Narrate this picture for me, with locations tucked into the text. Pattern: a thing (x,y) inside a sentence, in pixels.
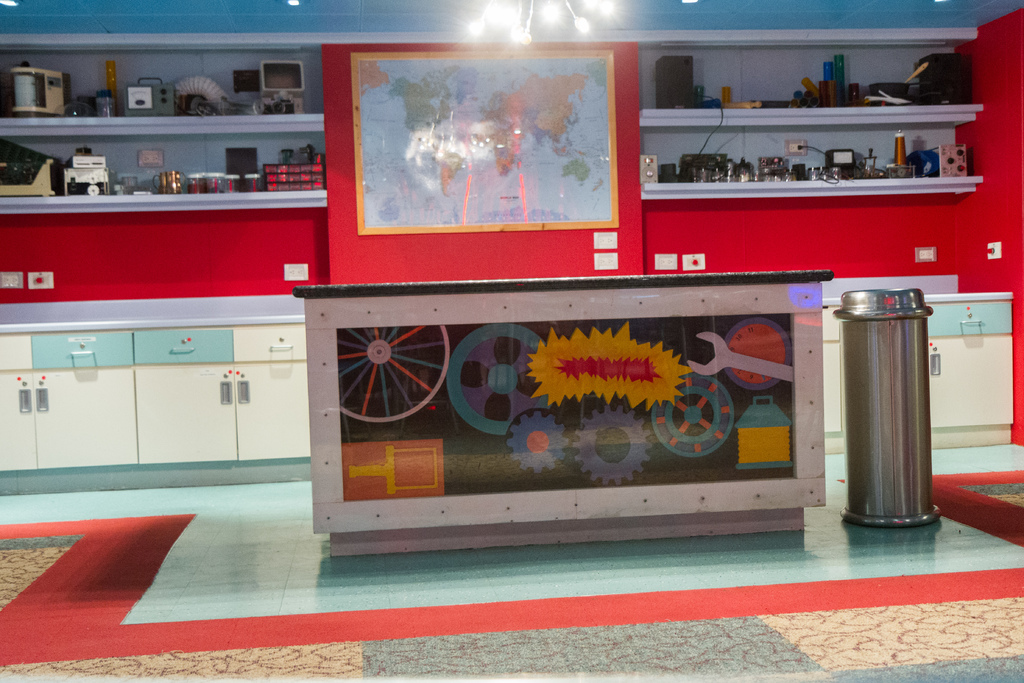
This is an inside view of a room (248,63). In this picture we can see objects (953,160) placed in the racks (927,39). We can see platforms (140,307), drawers (128,360), cupboards (20,451), objects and lights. On the right side of the picture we can see a trash can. At the bottom portion of the picture (500,615) we can see the floor (598,581).
